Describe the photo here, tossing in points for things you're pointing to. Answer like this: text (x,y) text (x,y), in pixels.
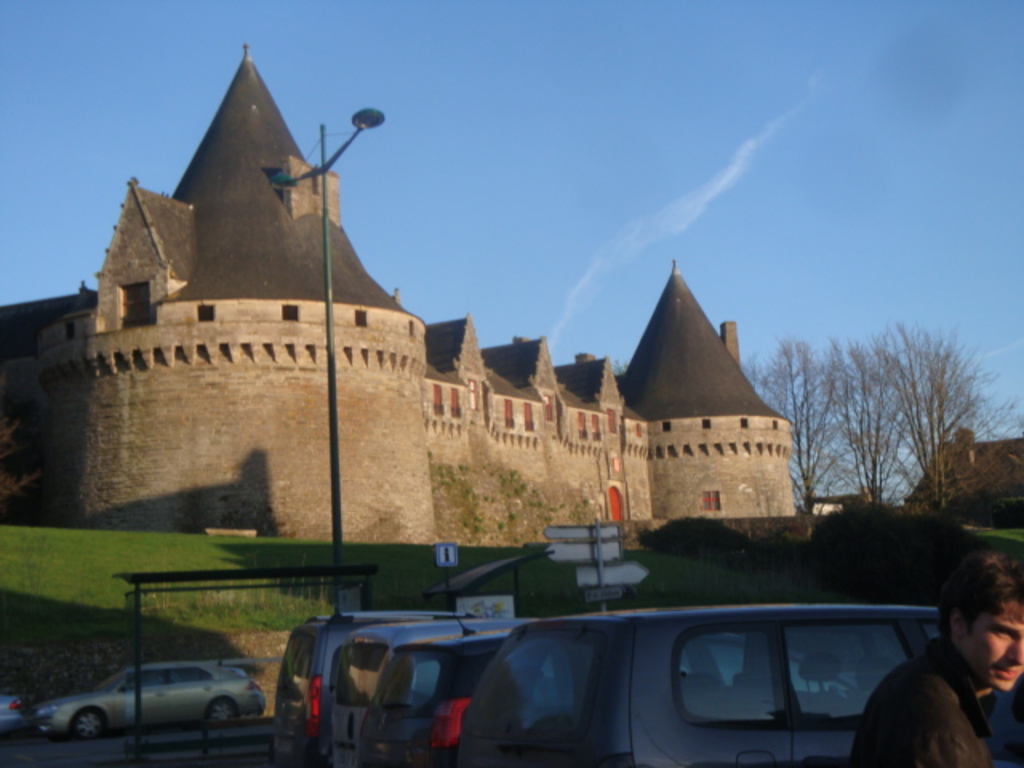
In this image at front (907,753) there is a person (973,672). Behind him there are cars (404,682) parked on the road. At the back side (98,583) there's grass (128,554) on the surface (233,548) and we can see street lights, signal board (592,575). At the background (493,537) there are trees (874,468), buildings (761,445) and sky (719,150).
